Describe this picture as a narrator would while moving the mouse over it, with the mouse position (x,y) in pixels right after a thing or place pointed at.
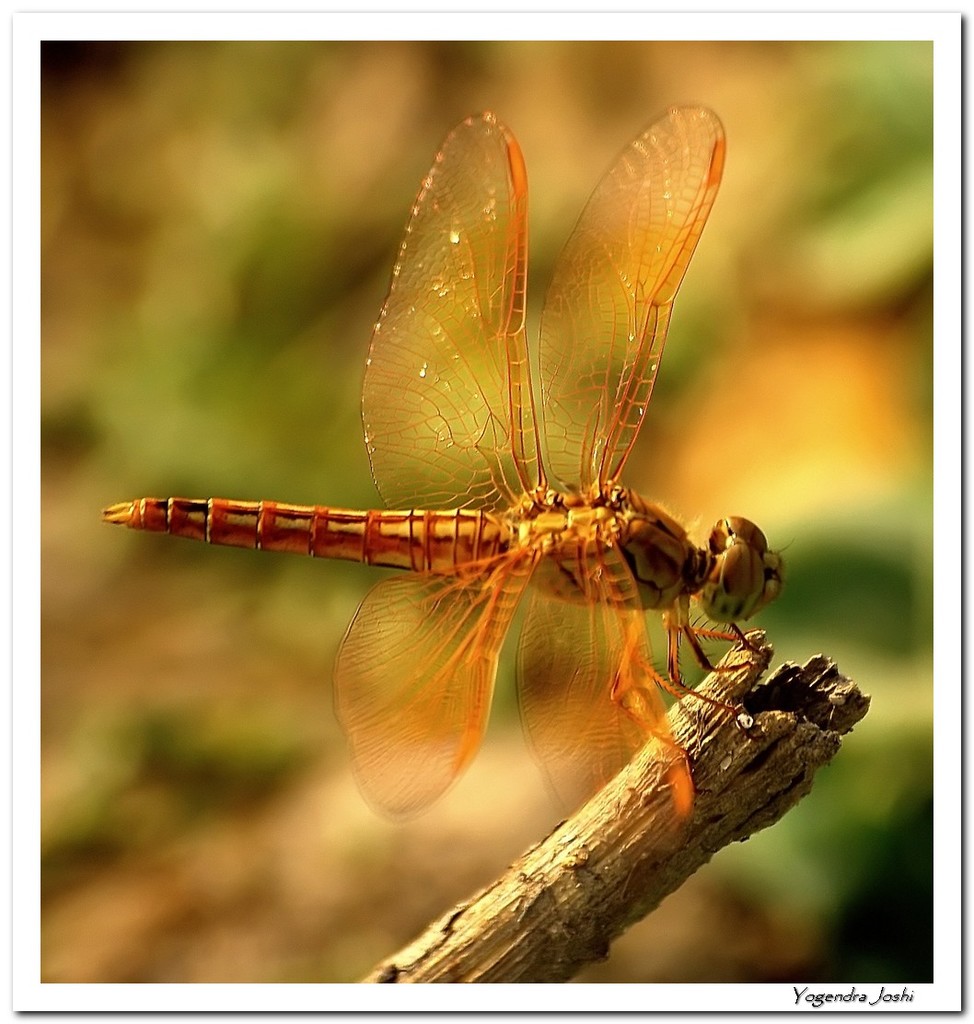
In this image we can see an insect (525,618) on the wooden stick (625,812) and a blurry background (89,910).
